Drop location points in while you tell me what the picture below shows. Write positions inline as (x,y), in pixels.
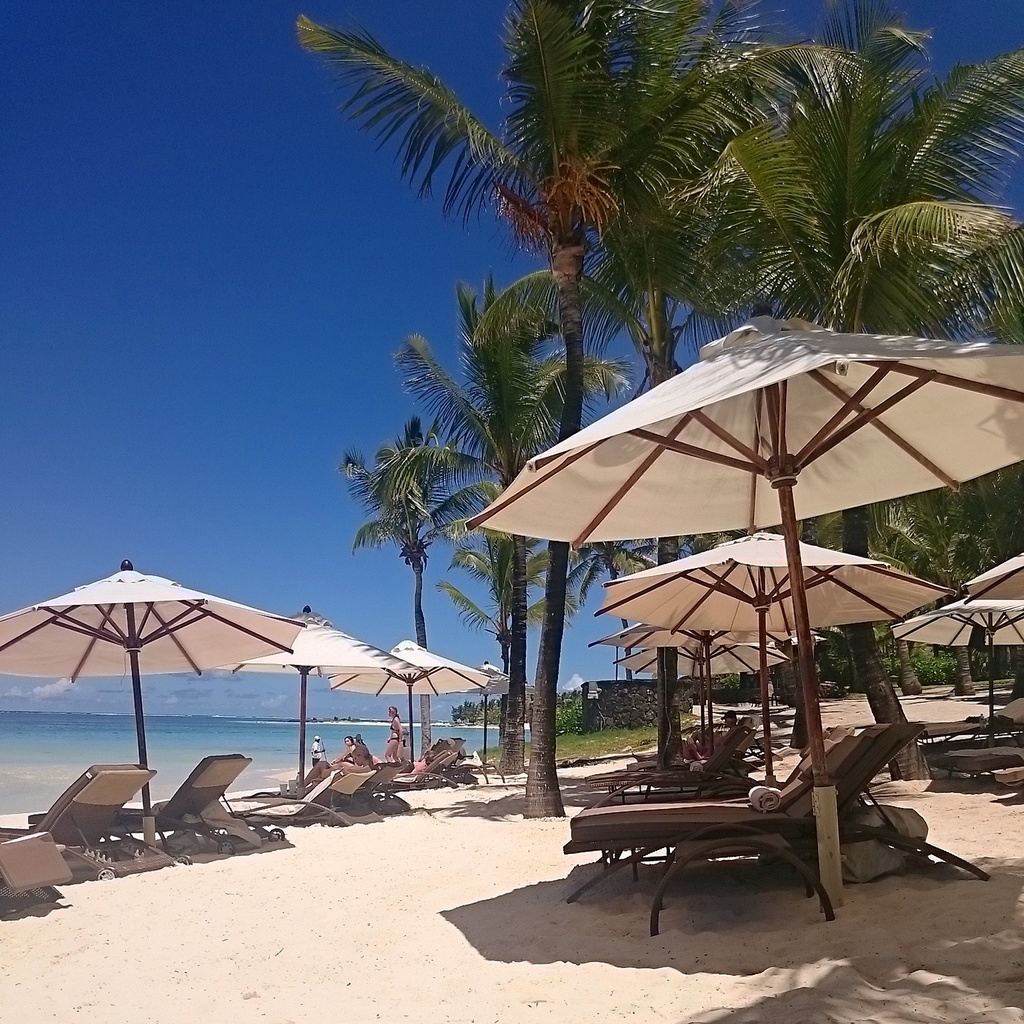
In this image we can see there are trees (910,777), grass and wall (633,716). And there are a few people (398,742) standing and few people (356,752) sitting on benches (357,787). And there are umbrellas (140,756), water (218,722) and the sky (254,345).
